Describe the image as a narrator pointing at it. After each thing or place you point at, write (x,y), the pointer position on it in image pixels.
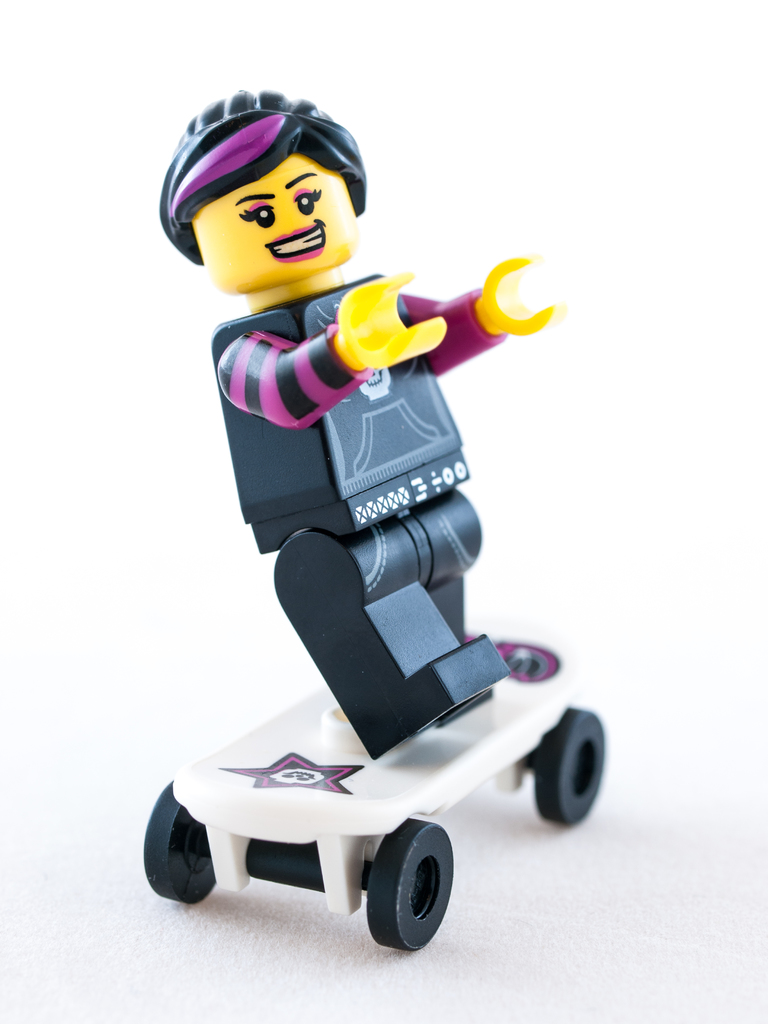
In the center of the image (355,502), we can see a toy (352,749) on the white surface (454,849).
